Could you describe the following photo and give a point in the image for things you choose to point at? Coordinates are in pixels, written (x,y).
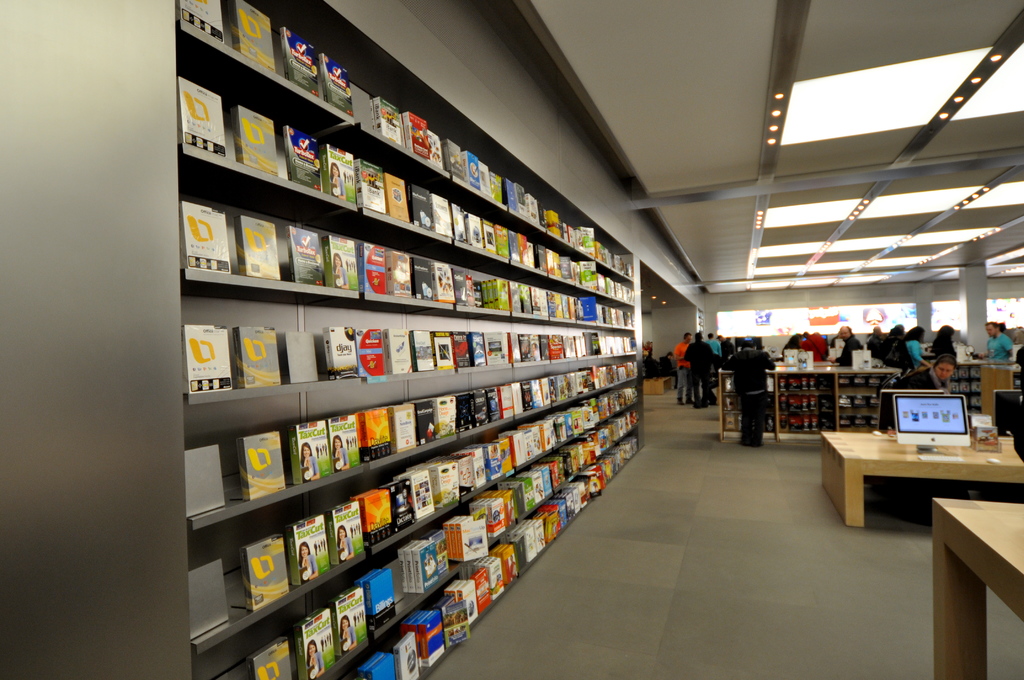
This picture is clicked inside a room (750,534). There are tables (940,532) to the right corner of the image (944,498). On the table (887,452) there are monitors (901,412), mouse (997,463), keyboard (937,456) and books (977,430). To the left corner of the image (290,392) there is big rack (265,288) and in it many books (316,460) are placed. In the background (690,376) there are many people (710,382) standing at the racks (723,376). There are many lights (871,128) to the ceiling (824,141) and there is wall (665,325).
